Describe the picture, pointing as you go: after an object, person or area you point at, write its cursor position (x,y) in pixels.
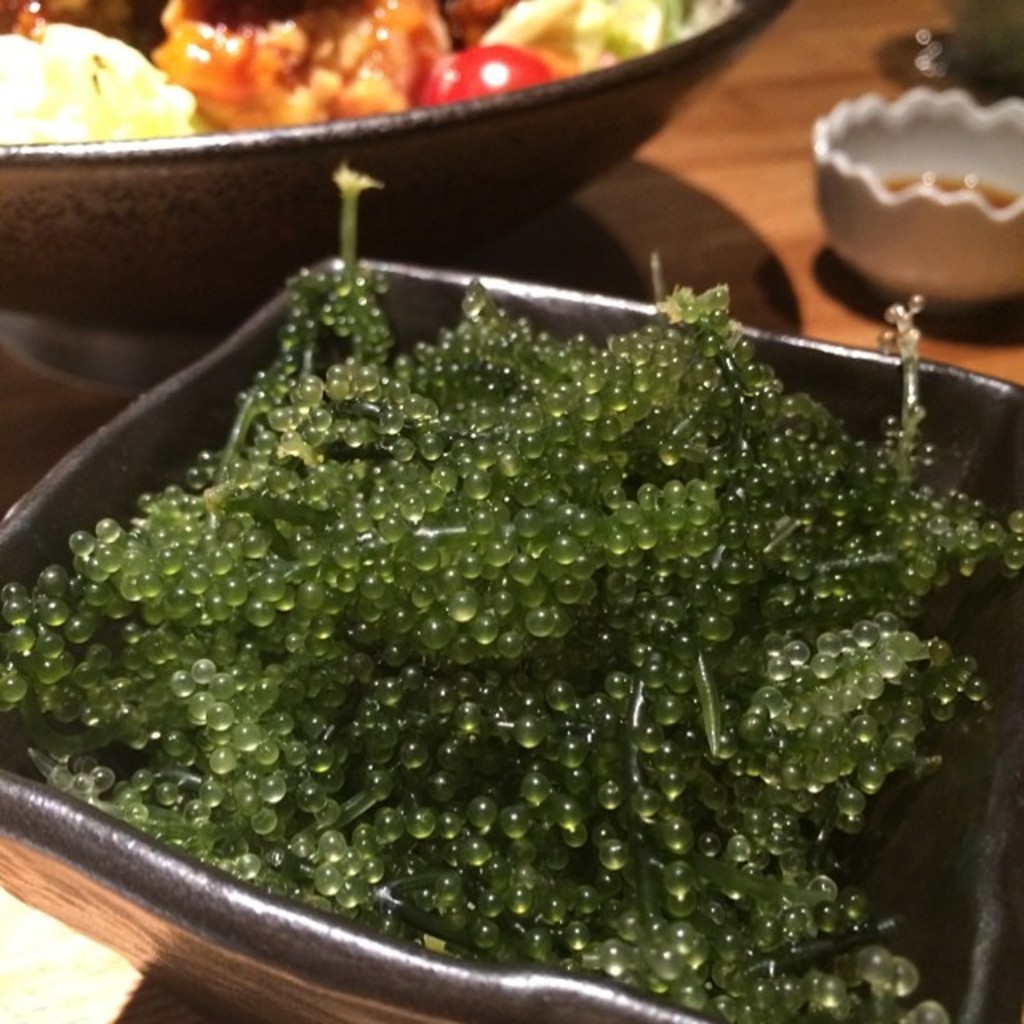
In this picture there is a table (834,68), on the table (763,190) there are bowls (491,121) served with different dishes (435,390). In the foreground (455,581) there are sea grapes (470,500).
